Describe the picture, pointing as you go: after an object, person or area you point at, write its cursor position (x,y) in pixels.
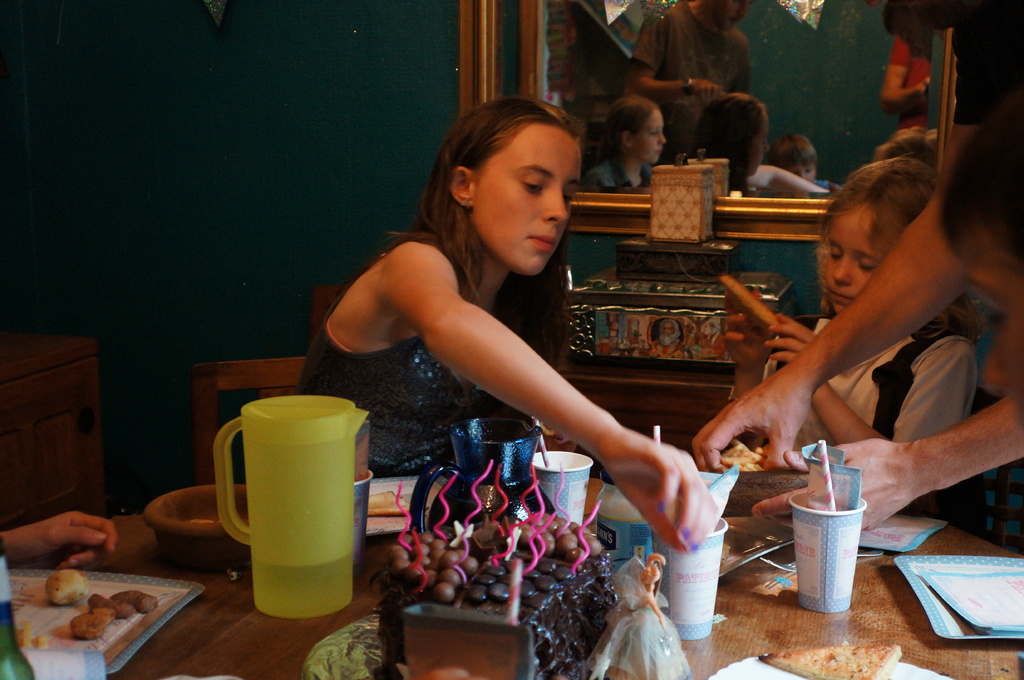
In this image I see few people (374,262) who are in front of a table (1005,663) and there are lot of things (366,443) on the table (190,670). In the background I see the wall (269,305) and the mirror (818,194).
